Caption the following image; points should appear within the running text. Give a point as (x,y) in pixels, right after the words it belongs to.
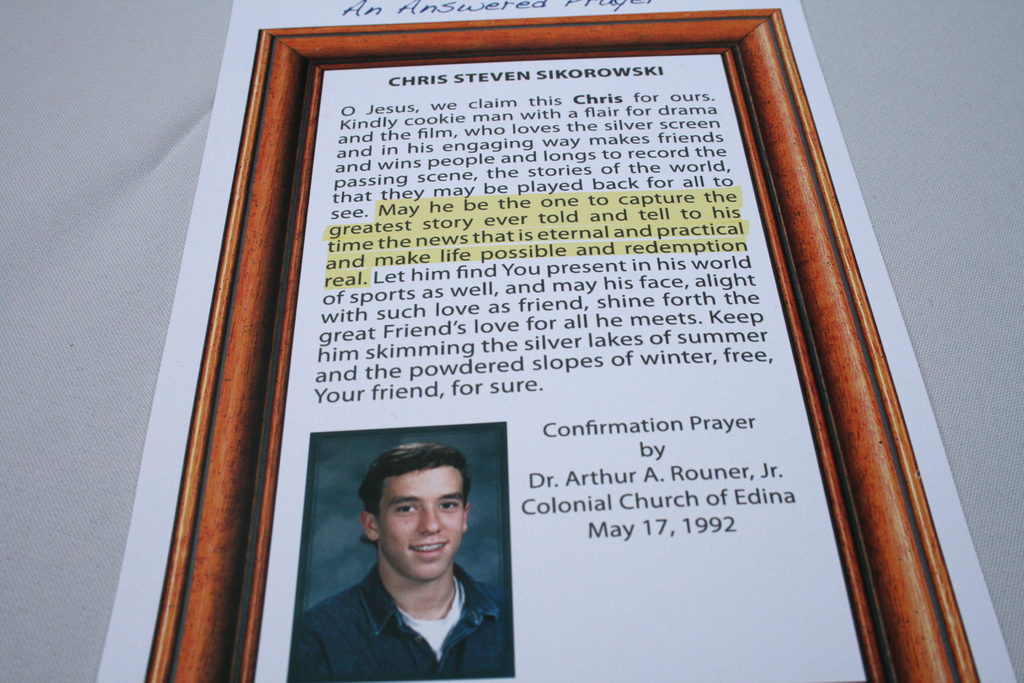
In this image there is a frame (439,37) in which there is a photo (379,502) of a man (383,524) at the bottom (399,562). At the top (527,210) there is some text (637,259).
